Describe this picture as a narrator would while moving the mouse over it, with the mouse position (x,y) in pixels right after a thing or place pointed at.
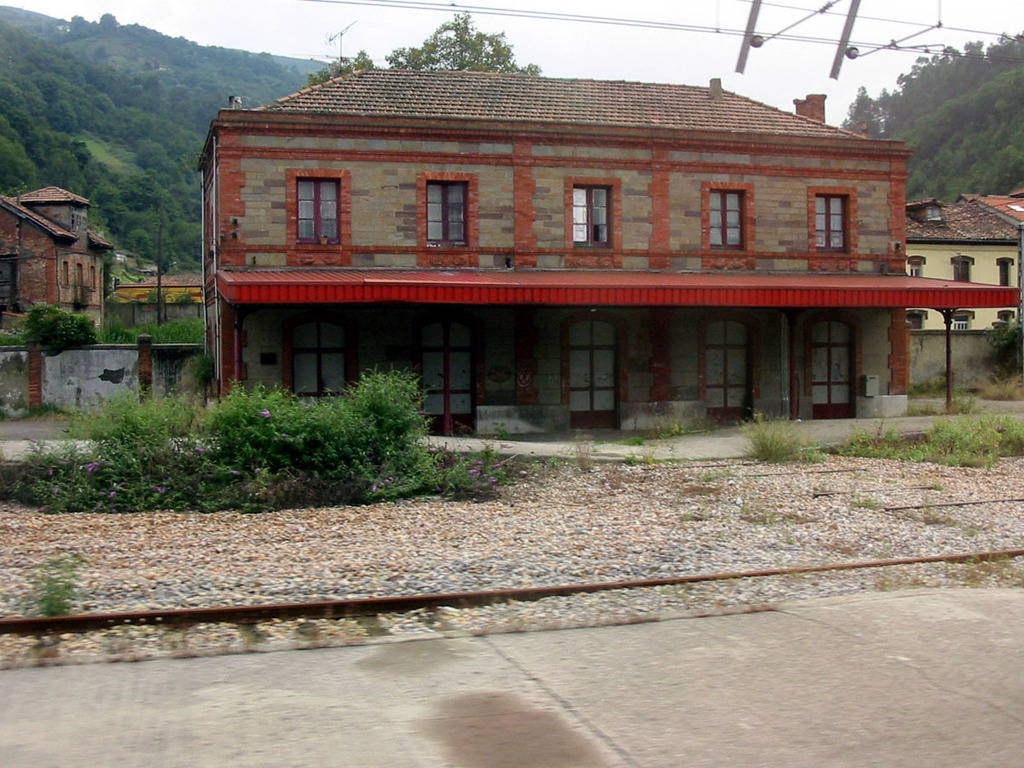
In this picture we can see plants (323,437), grass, buildings (559,341), stones (214,535) and wires (698,27). In the background of the image (670,39) we can see trees (66,105) and sky (673,53).
